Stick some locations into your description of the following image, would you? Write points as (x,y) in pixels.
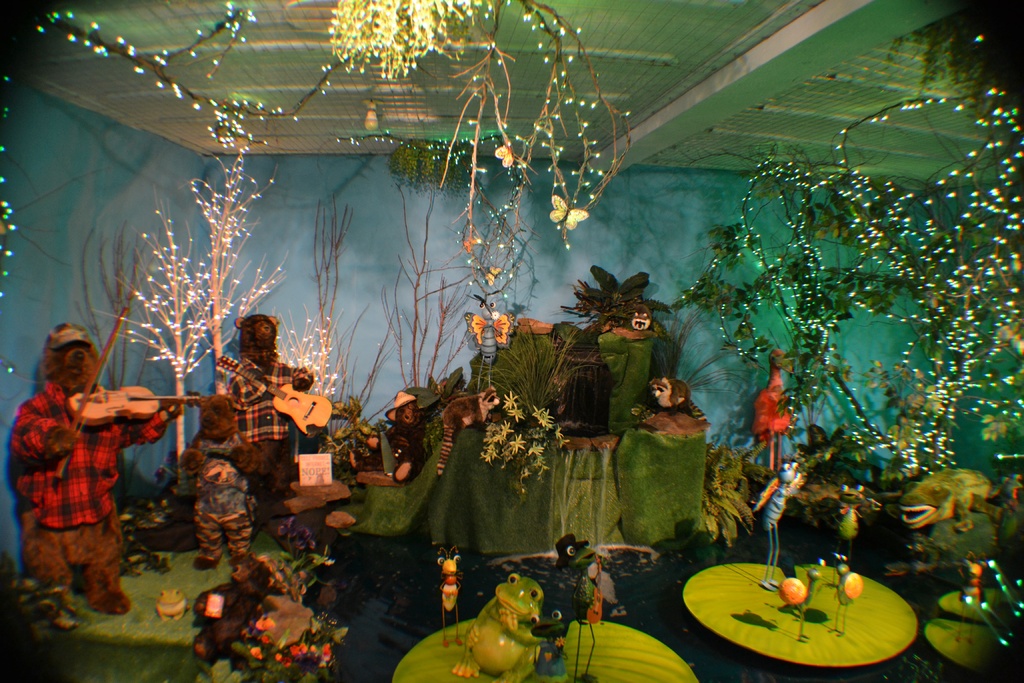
In this image there are lily pads (809,641). There many type of toys (481,328). There is roof (570,147).
